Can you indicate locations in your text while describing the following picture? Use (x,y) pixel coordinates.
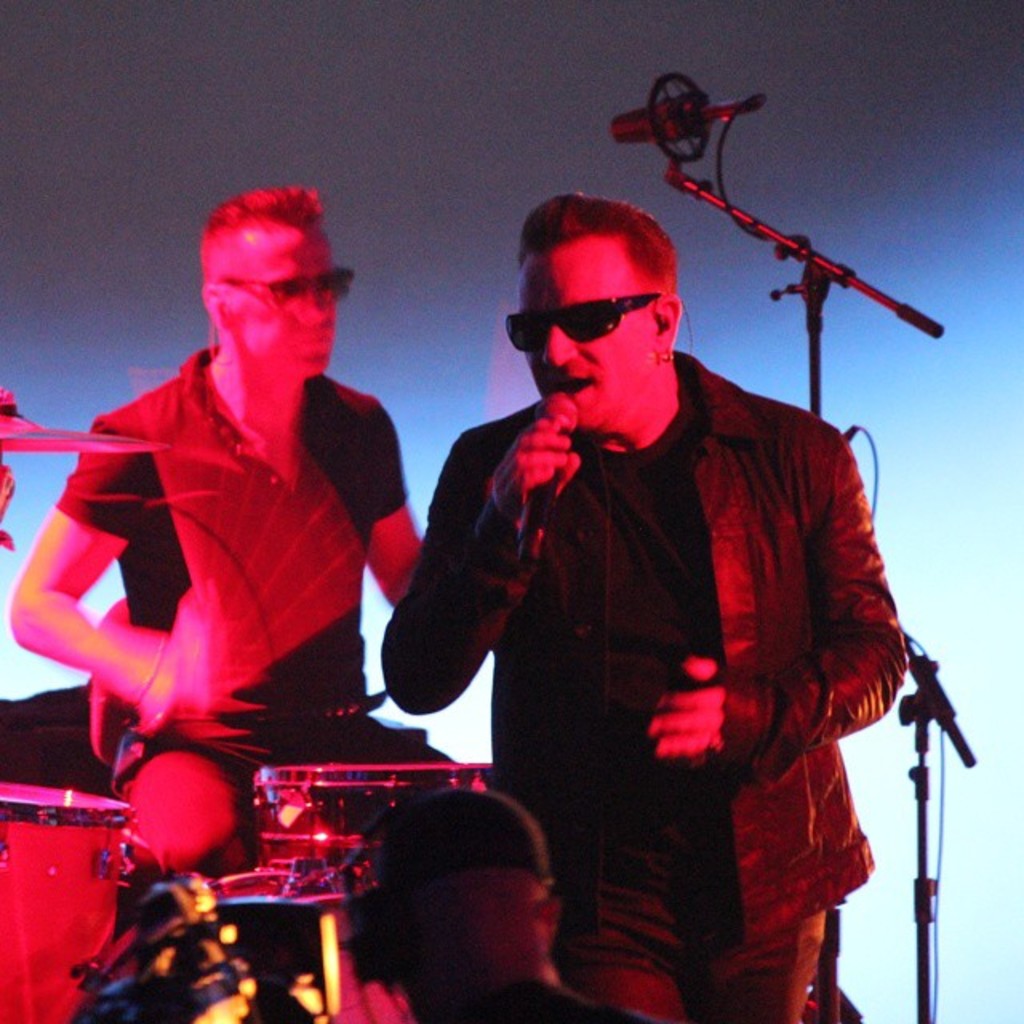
In the foreground of this image (666,604), there is a man (663,591) standing and holding a mic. At the bottom (446,959), there is a person's head (472,986). We can also see mic stand (760,229), musical instruments (287,848) and a man (276,526) playing drums (359,765).
